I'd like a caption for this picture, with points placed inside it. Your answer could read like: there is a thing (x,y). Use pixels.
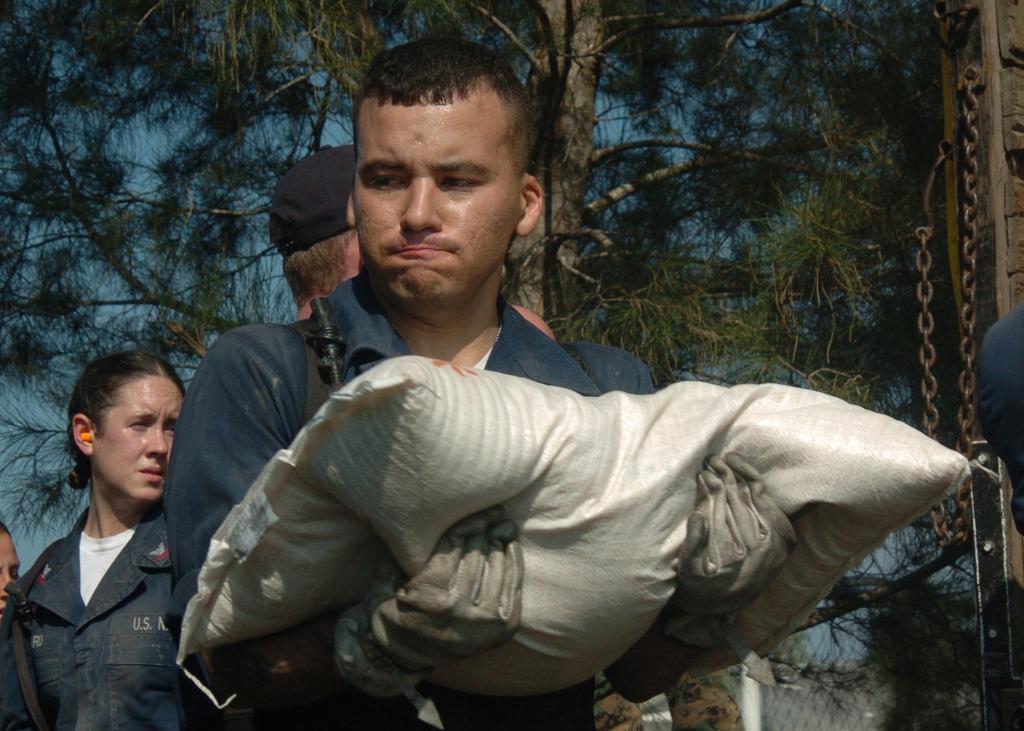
In this image I can see a person (263,404) wearing black color dress (239,397) is standing and holding a white colored bag (571,498) on his hands (719,480). In the background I can see few other persons (144,467) standing, a metal chain (968,425), a metal fence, few trees (893,193) and the sky (123,144).
